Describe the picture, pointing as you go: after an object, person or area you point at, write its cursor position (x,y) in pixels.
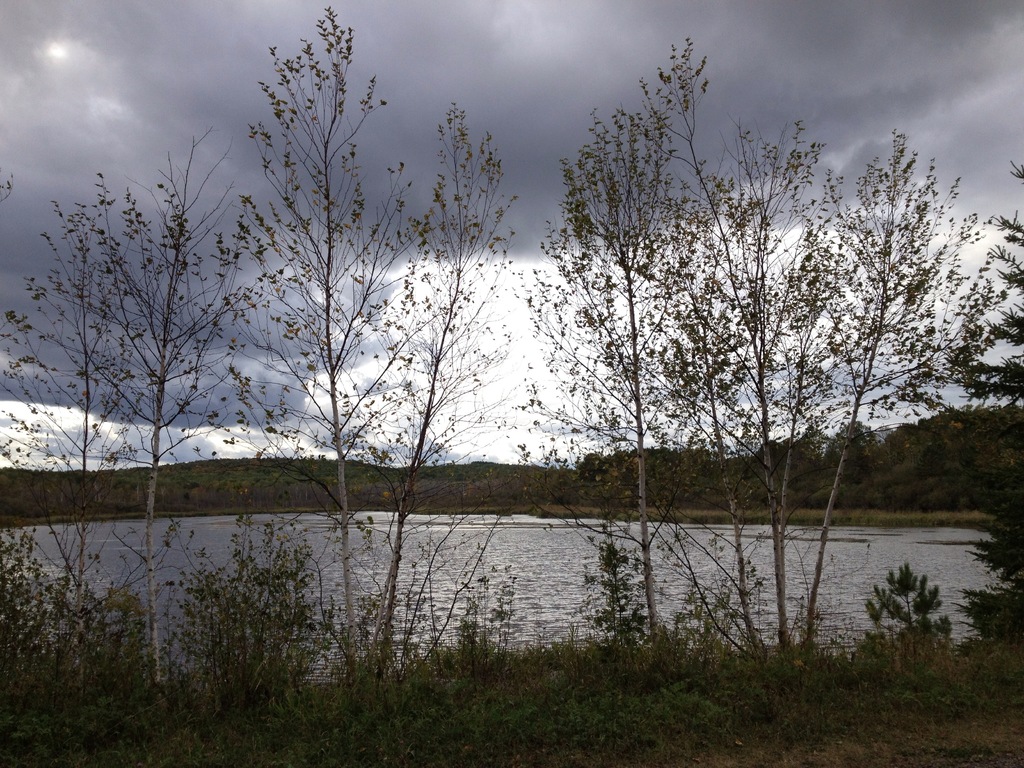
In this image I can see few plants (423,719) and trees (878,487). I can see the water surface (557,624). At the top (847,101) I can see clouds (847,101) in the sky (723,207).
